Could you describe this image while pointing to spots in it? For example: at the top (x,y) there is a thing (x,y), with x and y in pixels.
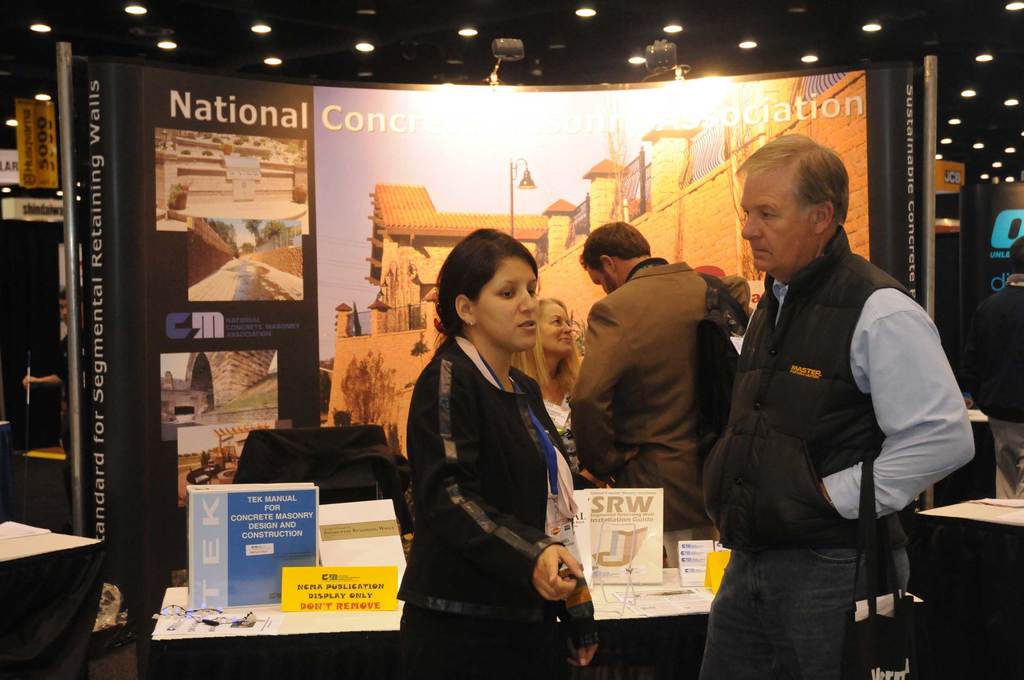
In this image we can see few persons (724,488). There is a table (377,660). On the table (338,646) there are name boards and books (192,501). In the background (140,506) we can see a banner (261,281), boards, and lights (39,25). On the banner (274,294) we can see picture (420,280) of a building (722,151).
